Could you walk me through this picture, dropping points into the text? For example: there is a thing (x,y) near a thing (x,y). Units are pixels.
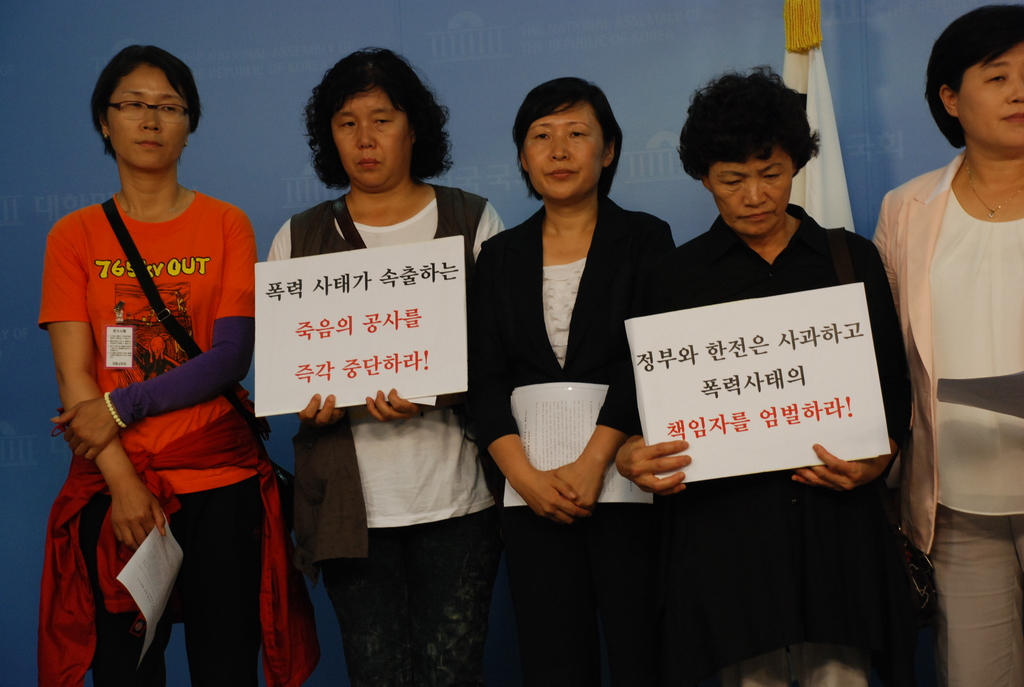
In this image I can see a group of people (722,260) are standing and holding the placards (803,345) in their hands (517,473).
